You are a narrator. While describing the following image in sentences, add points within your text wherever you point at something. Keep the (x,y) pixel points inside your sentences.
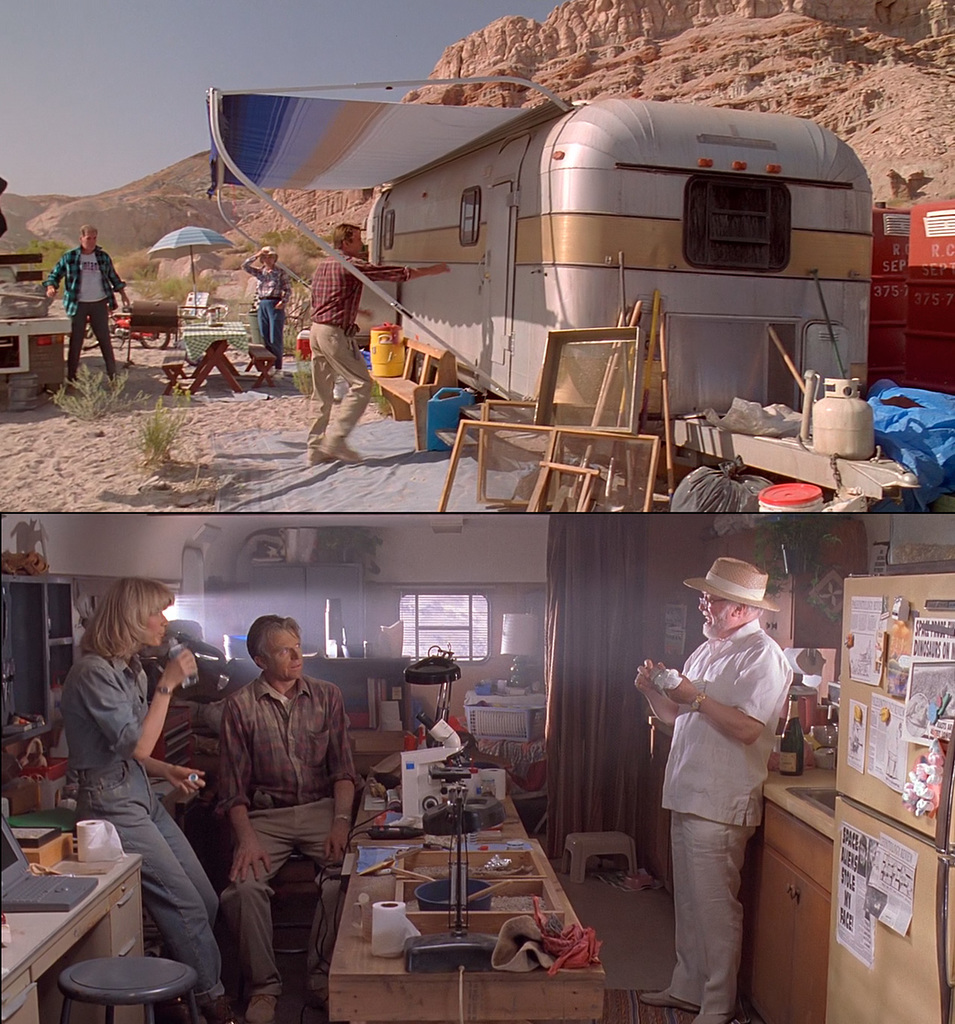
In this image i can see a trailer (646,297), few wooden windows (549,345), a bench (399,378) and few persons (327,322) standing and i can see a woman (180,879) and a man (677,801) standing and a man (342,757) sitting around a table (479,994). In the background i can see a mountain (650,84) and the sky (219,53).
